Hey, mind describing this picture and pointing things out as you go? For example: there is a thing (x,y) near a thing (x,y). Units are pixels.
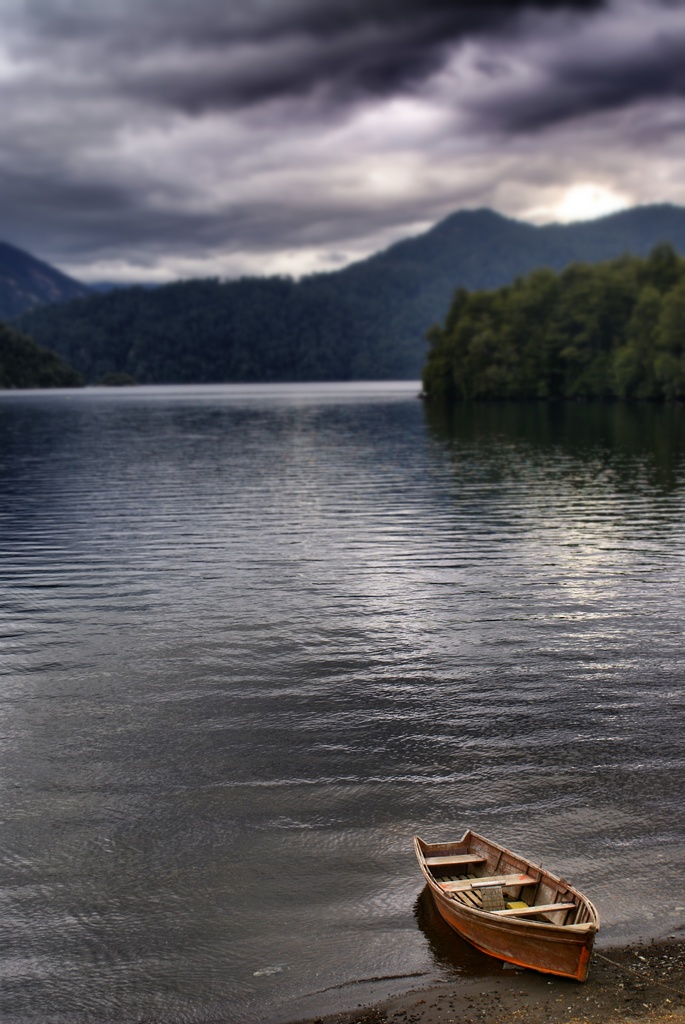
This image consists of a river (278,562). At the bottom (477,892), there is a boat (526,916) made up of wood (445,895) near the ground (598,973). On the right (571,350), there are trees (515,312). In the background (425,296), there are mountains (493,256). At the top (216,225), there are clouds (271,235) in the sky (314,258). In the middle (255,456), we can see the water (269,471).
